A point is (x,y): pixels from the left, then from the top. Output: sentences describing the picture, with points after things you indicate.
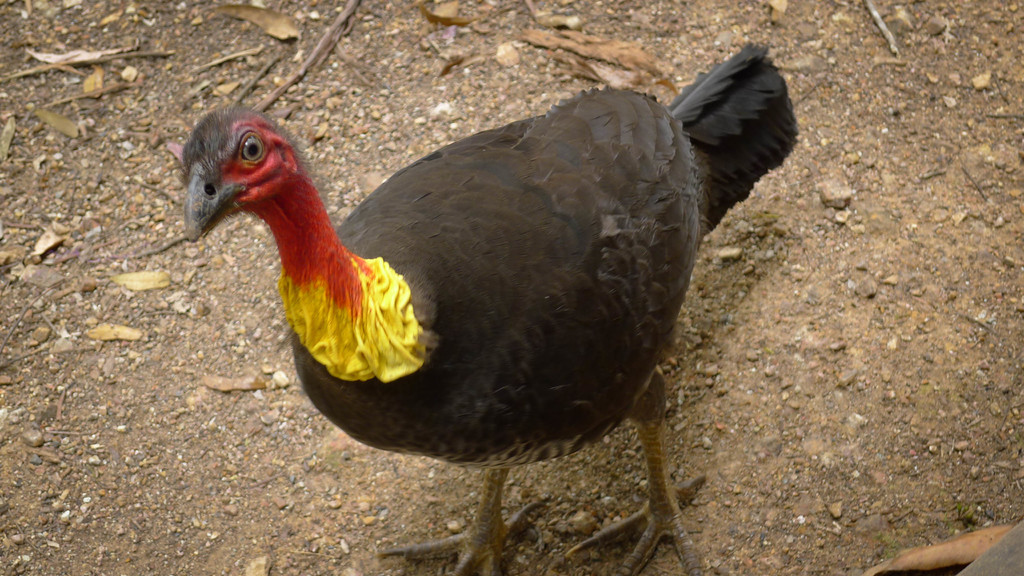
In this image there is a bird (422,250) standing on the ground (761,396). On the ground (89,323) there are stones (64,345) and dry leaves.
